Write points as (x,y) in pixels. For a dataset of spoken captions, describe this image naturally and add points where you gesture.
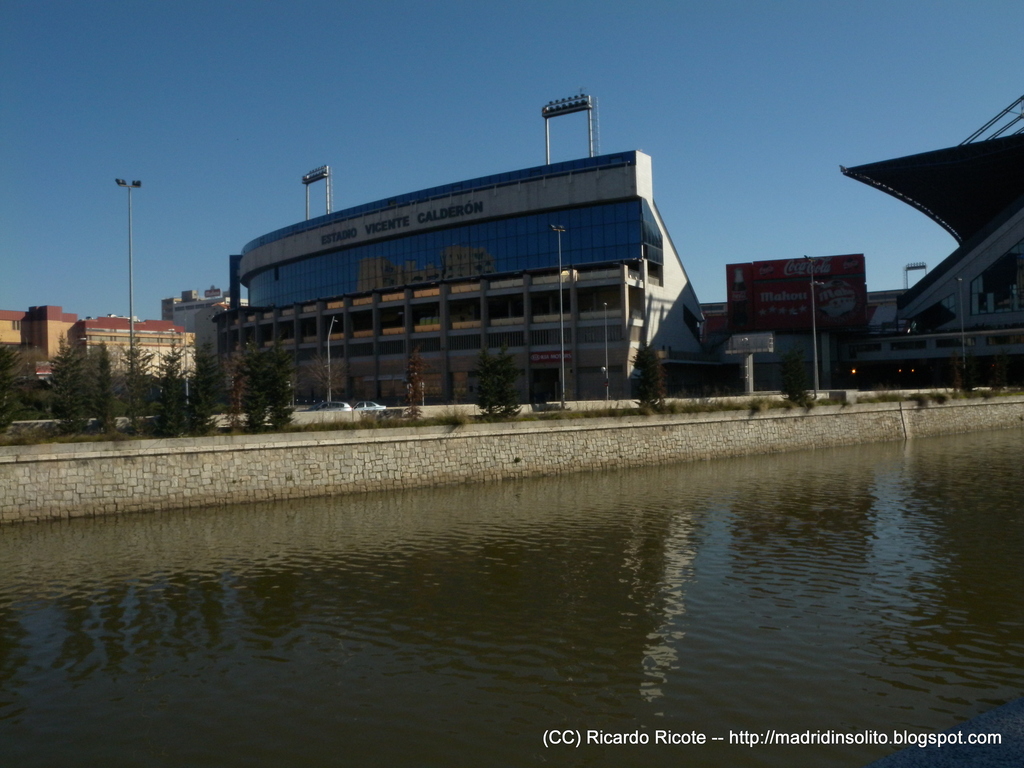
In this image we can see some buildings (650,312) We can also see a board (734,281) with some text (767,300) on it, some street poles (815,326), a group of trees (491,410), plants (466,420), some vehicles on the ground (567,407) and a water body (800,608). We can also see the sky (716,181).
